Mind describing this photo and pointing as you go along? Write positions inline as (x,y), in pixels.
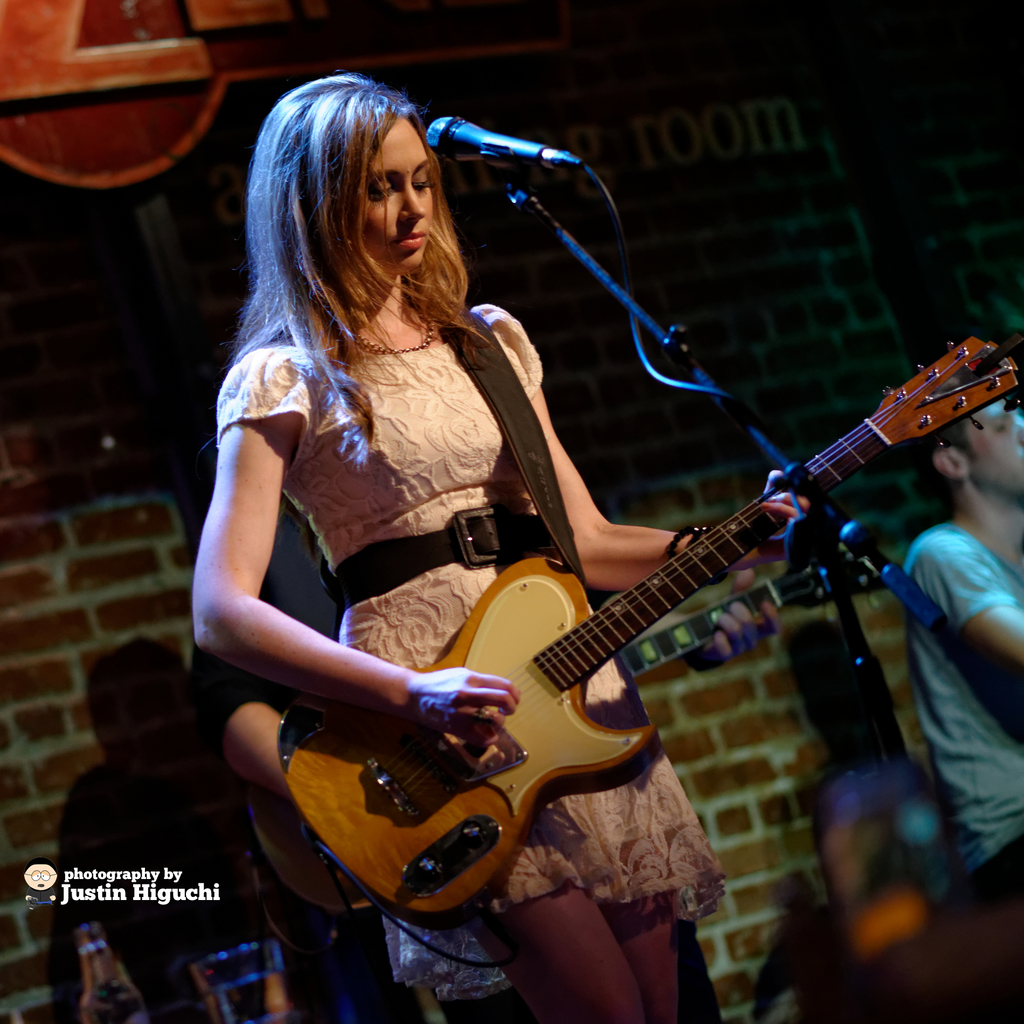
This picture shows a woman (262,670) standing and playing guitar (524,567) and we see a microphone (462,129).
